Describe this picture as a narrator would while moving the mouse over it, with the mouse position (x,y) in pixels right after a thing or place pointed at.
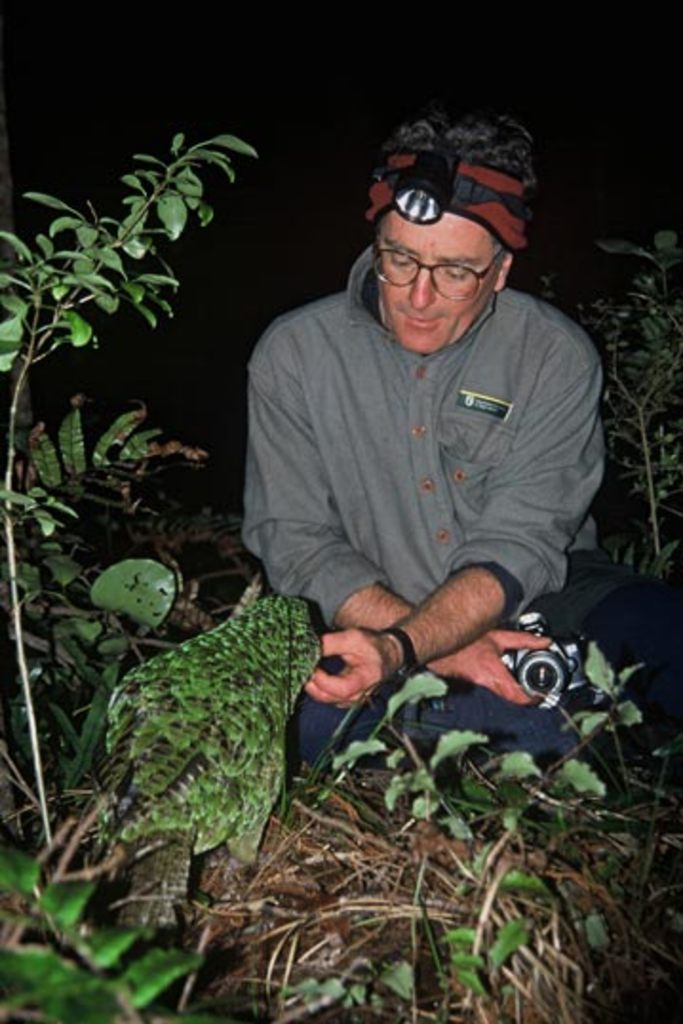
In this image, we can see a person (437,426) wearing glasses (400,265) and a headlamp (425,206) and he is holding an object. In the background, there are plants (97,706) and we can see a bird (223,718).
